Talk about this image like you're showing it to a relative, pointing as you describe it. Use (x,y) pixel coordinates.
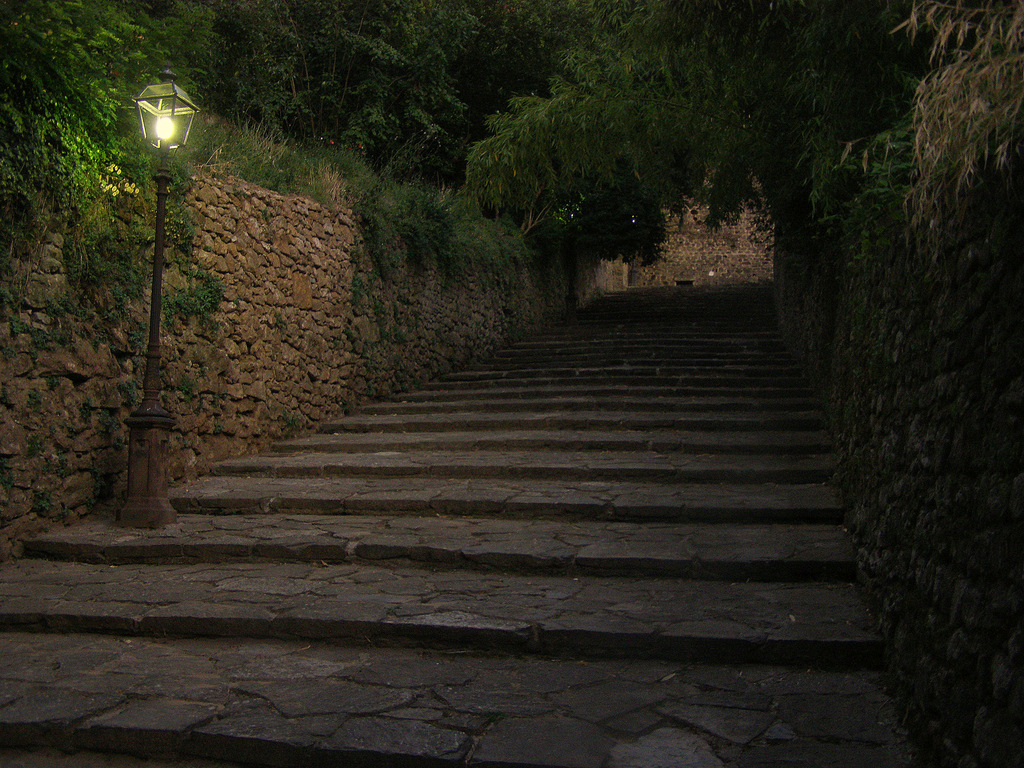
This image is taken during night time. In this image we can see a light pole (166,185). We can also see the stairs (508,373), trees (580,87), grass (319,190) and also the stone wall (466,277).
